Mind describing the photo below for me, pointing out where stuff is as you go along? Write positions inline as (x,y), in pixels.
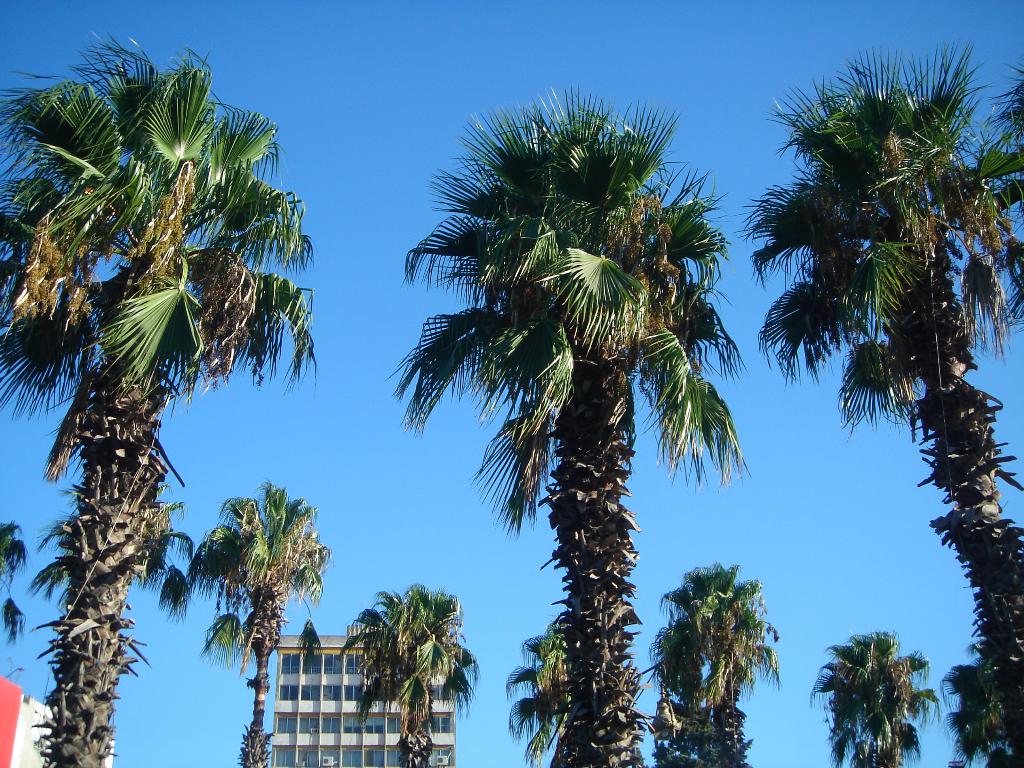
In front of the picture, we see the trees (927,312). On the left side (14,756), we see a building (22,722) in white and red color. In the background (307,702), we see the trees (429,641) and a building (316,676) in white color. It has the glass windows (354,718). In the background (359,206), we see the sky (776,457), which is blue in color.
